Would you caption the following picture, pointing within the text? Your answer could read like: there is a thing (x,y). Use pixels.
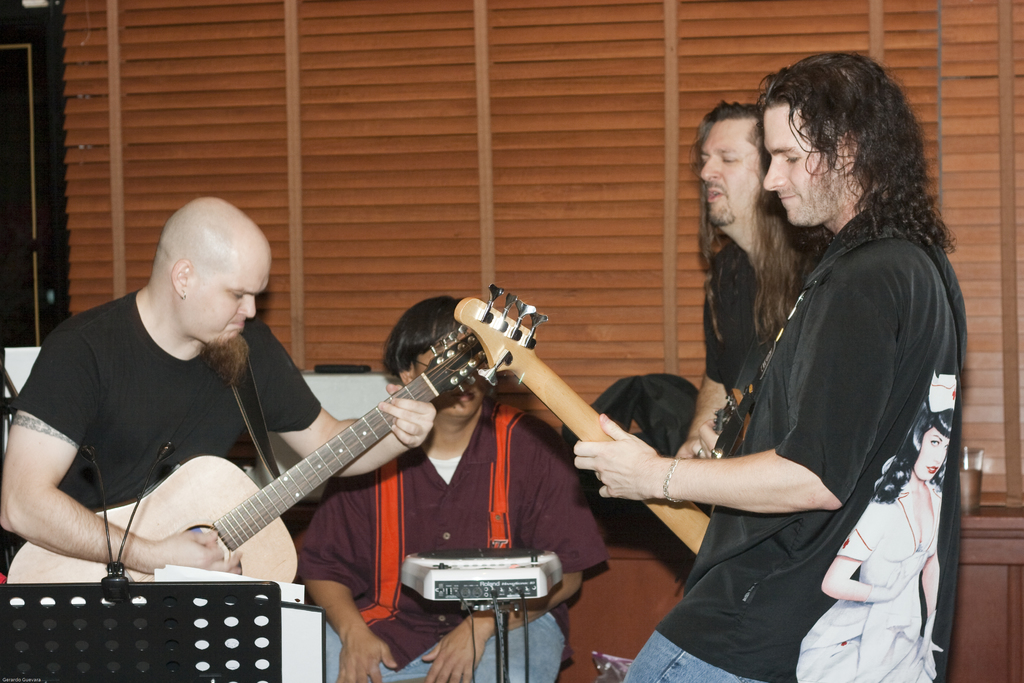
There is a man (168,413) holding a guitar (452,359) and in front of him there is another man (874,423) with black shirt (878,301) and long hair (884,207) holding a guitar (699,518). it seems like a rock band (369,511), back side of them there is a window (250,109) with curtains (437,95).
